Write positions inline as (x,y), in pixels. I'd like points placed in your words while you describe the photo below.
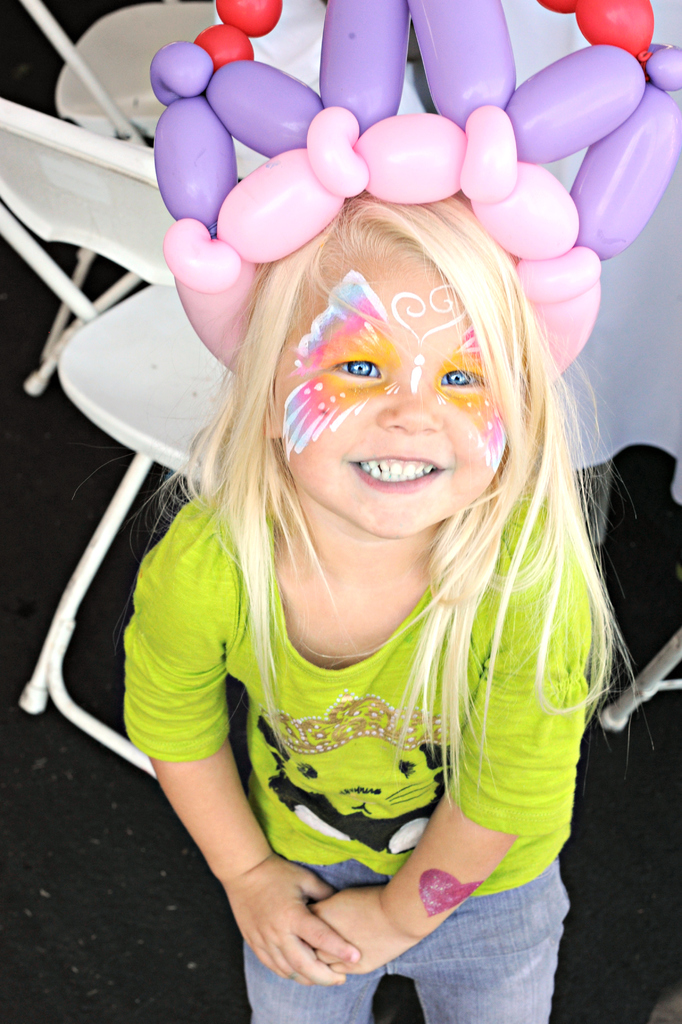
In the image there is a girl (326,691), she is wearing a butterfly tattoo (343,378) to her face (404,412) and there is a balloon crown (356,137) around her head (474,222) and behind the girl (310,450) there are some white chairs (101,111).
